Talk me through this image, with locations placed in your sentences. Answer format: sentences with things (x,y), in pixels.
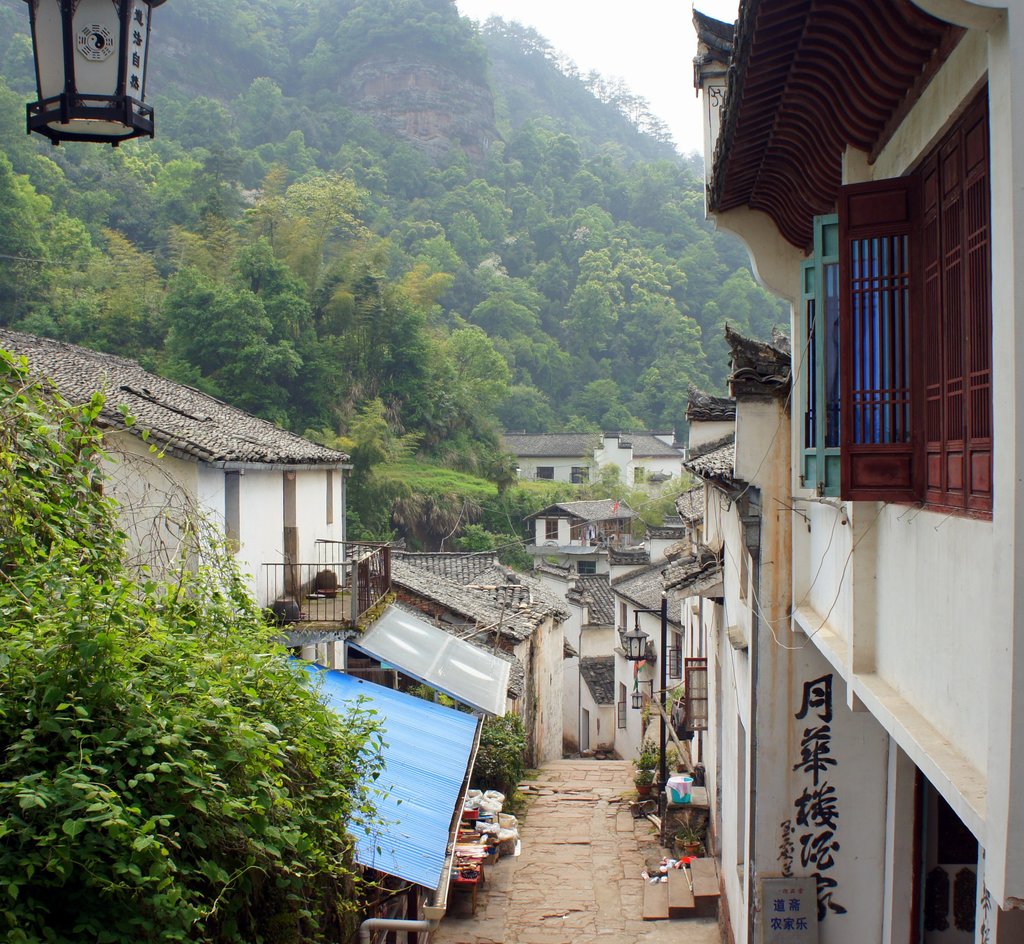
In this image, there are a few houses (743,606). We can see the ground (625,925) with some objects (497,857). We can see some stairs (685,898). There are a few trees (298,40). We can also see a pole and a board (801,889) with some text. We can see the sky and an object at the top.
